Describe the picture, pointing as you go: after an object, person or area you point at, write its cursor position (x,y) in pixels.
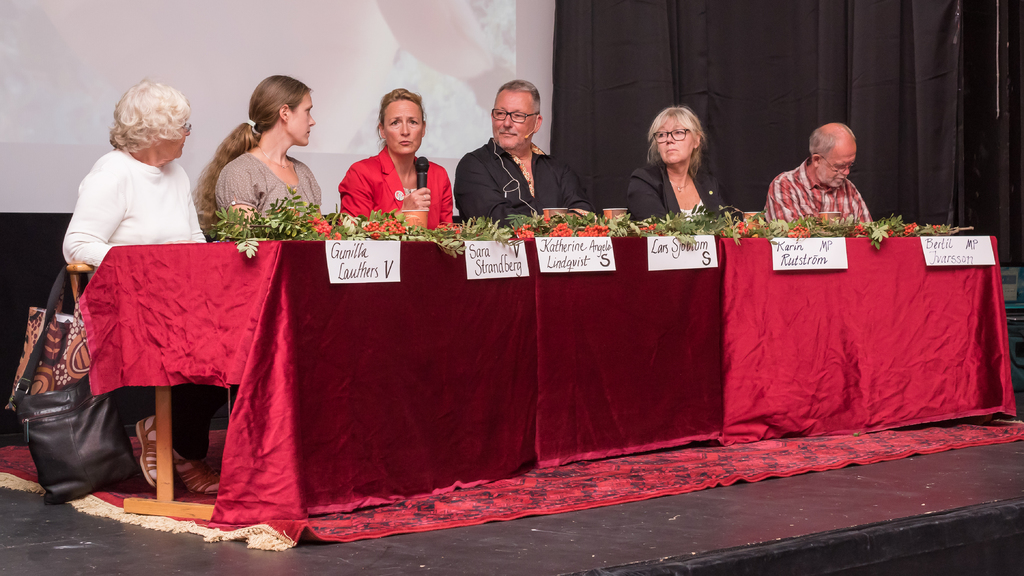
In this picture we can see a carpet (783,469) on the stage (515,549) and we can see a group of people (474,152) and one woman (395,140) is holding a mic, in front of them we can see a cloth (487,380), leaves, flowers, cups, name boards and in the background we can see a projector screen (336,152), curtain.
